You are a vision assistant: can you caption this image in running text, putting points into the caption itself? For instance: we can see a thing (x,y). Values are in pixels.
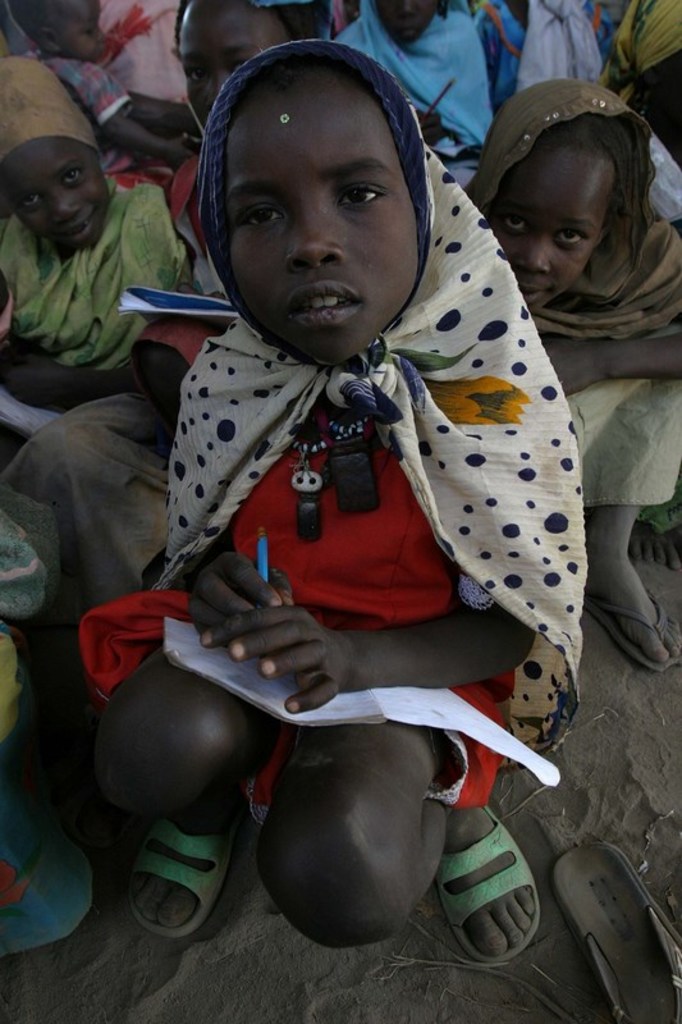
This image consists of many children (376,573). In the front (394,683), we can see a child (383,555) wearing a scarf (449,509) and holding a book (281,684). At the bottom (422,906), there is sand (541,955).
